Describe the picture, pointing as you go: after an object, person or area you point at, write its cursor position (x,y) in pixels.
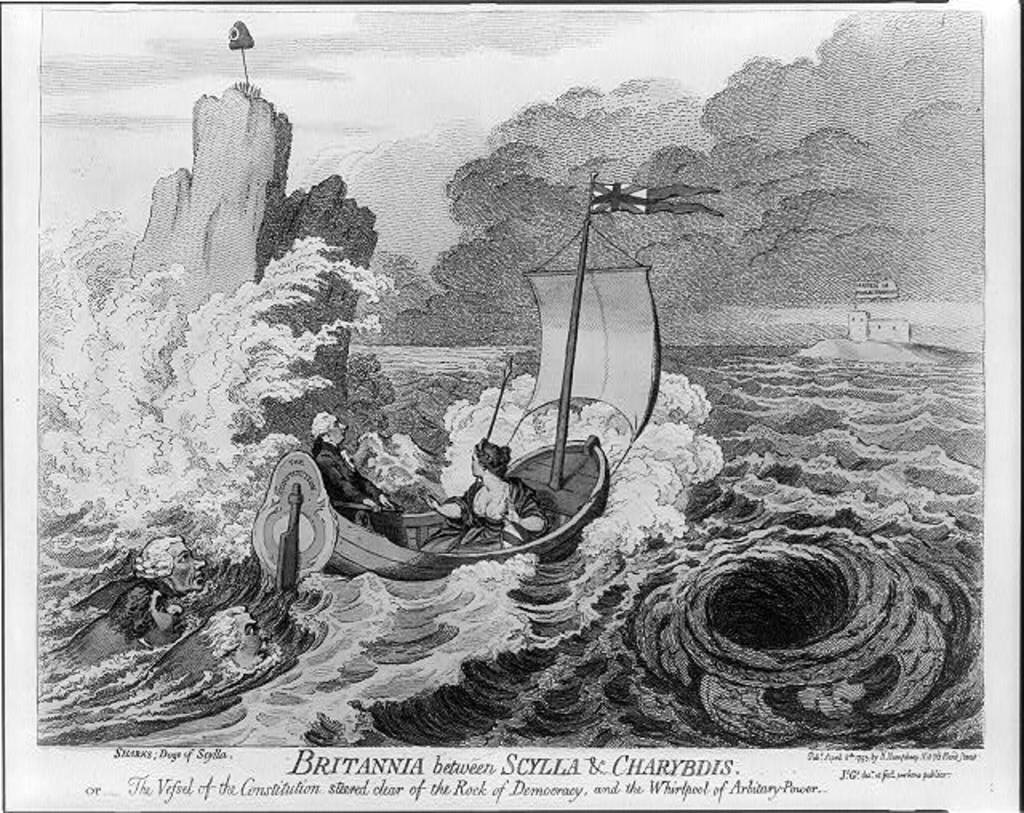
This image is a sketch. In the center of the image (403,528) there is water (441,624) and we can see a boat (556,533) on the water (363,649). There are people (350,494) sitting in the boat (423,575). In the background (542,184) there are rocks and sky (369,113).
